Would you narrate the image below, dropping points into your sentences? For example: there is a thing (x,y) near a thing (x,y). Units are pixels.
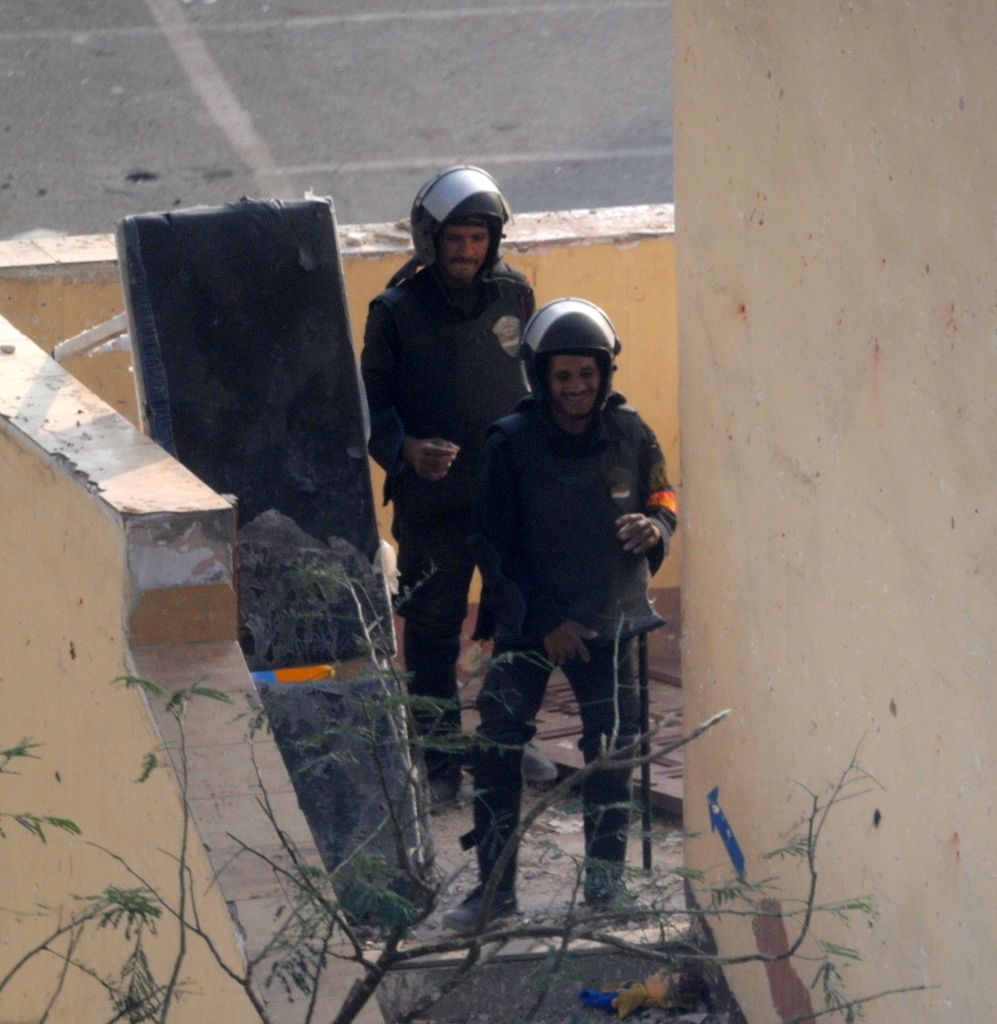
In this picture we can observe two men (546,497) wearing helmets (531,365) on their heads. We can observe a black color bench (283,492) beside them. There is a tree (366,889). We can observe cream color wall (87,592). In the background (74,125) there is a road (312,135).
